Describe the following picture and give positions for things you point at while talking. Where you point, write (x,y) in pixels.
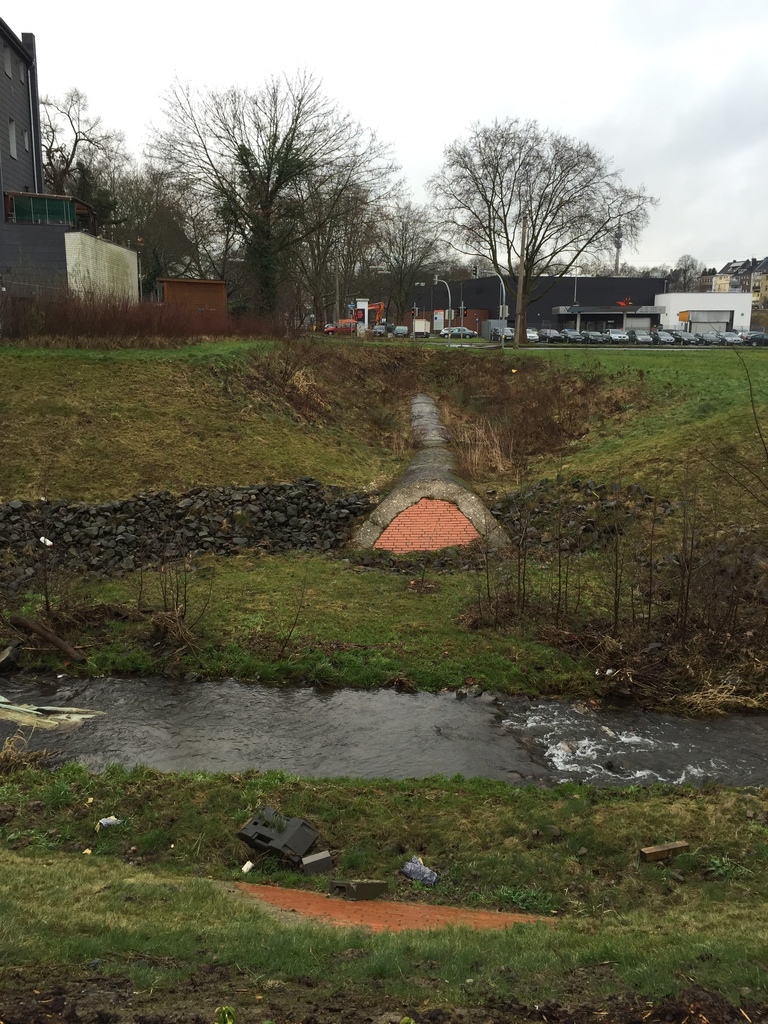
In this image, we can see water flow (474,766), grass (411,881), few objects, plants (423,565) and stones (16,544). Background (515,160) there are so many trees (298,298), houses (727,272), buildings (423,317), vehicles (470,330), poles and sky (391,101).
